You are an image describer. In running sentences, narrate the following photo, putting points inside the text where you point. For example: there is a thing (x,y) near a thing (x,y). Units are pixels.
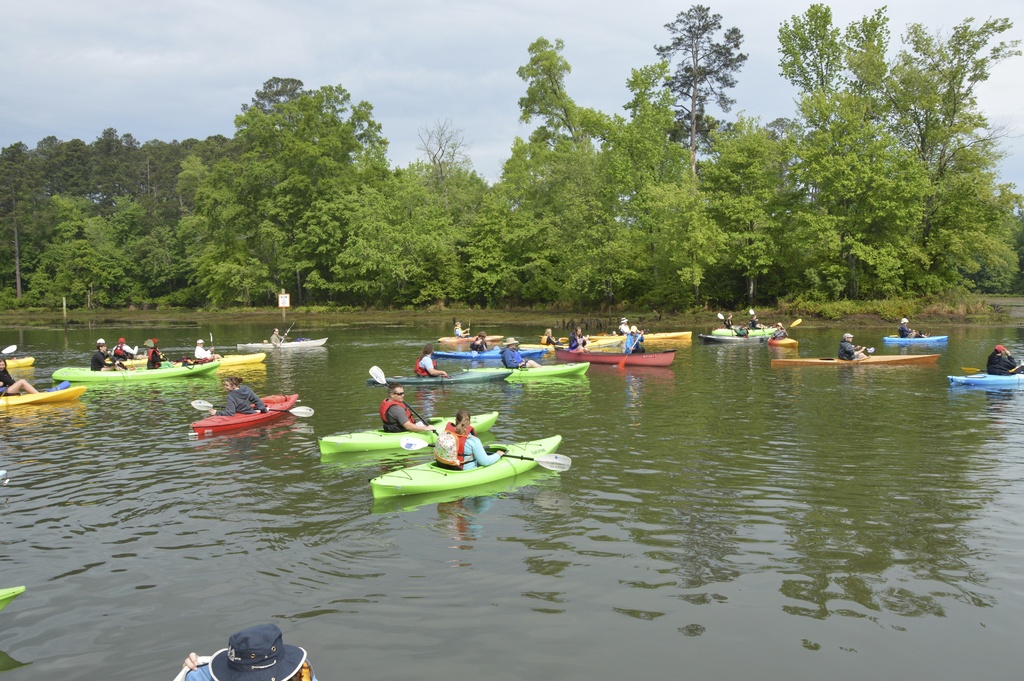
In this image there are many people (8,377) sitting on the kayaks (211,432), which are in the river (557,525). In the background (673,251) there are trees (433,136) and the sky (323,44).
